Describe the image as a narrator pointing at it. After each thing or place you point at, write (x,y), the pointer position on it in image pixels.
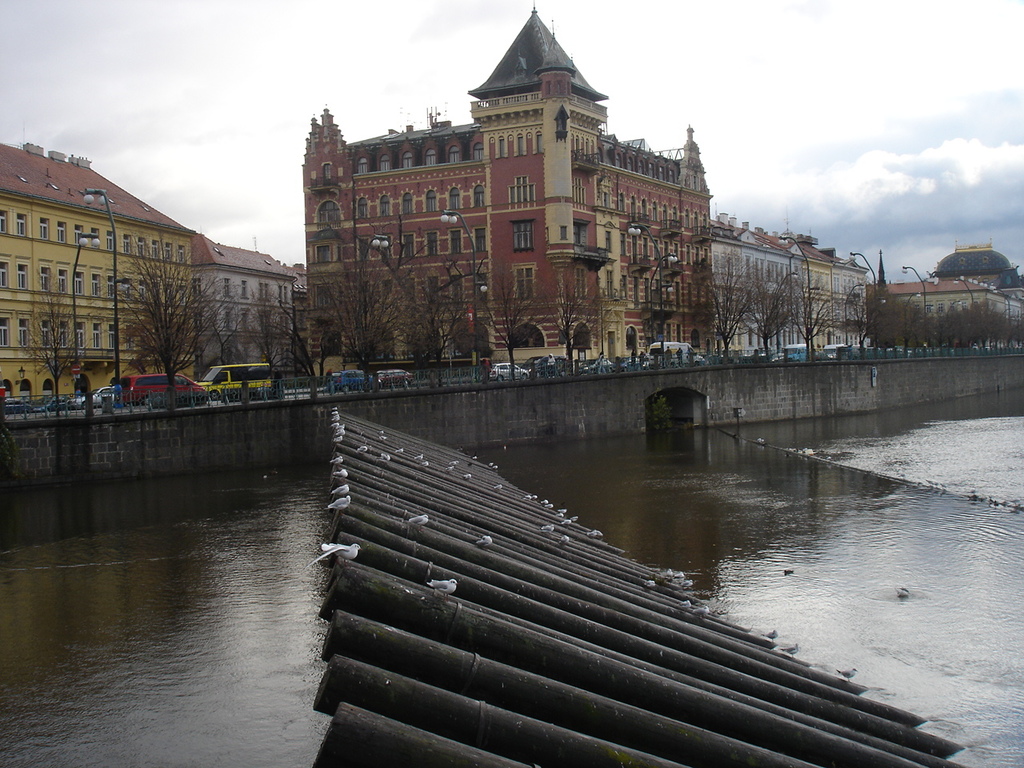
In this image I can see few black color objects (515,675) in the water (245,544) and I can also see few birds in white and gray color. In the background (896,302) I can see few vehicles (45,407), trees (782,307), few light poles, buildings (545,201) in brown and yellow color and the sky (240,34) is in white and gray color.
